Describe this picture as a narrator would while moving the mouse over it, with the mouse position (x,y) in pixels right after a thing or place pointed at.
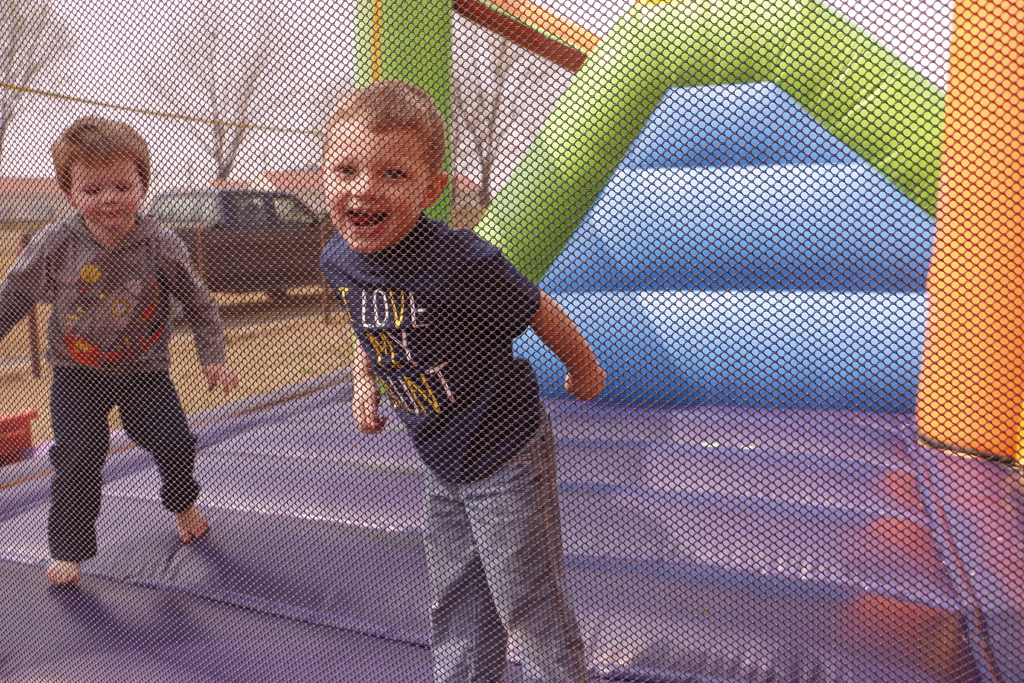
In this image we can see two kids (177,424) on the inflatable bouncing (361,534), there are some trees (26,87), poles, buildings (29,216) and a vehicle (197,240), in the background (256,122), we can see the sky (198,133).
